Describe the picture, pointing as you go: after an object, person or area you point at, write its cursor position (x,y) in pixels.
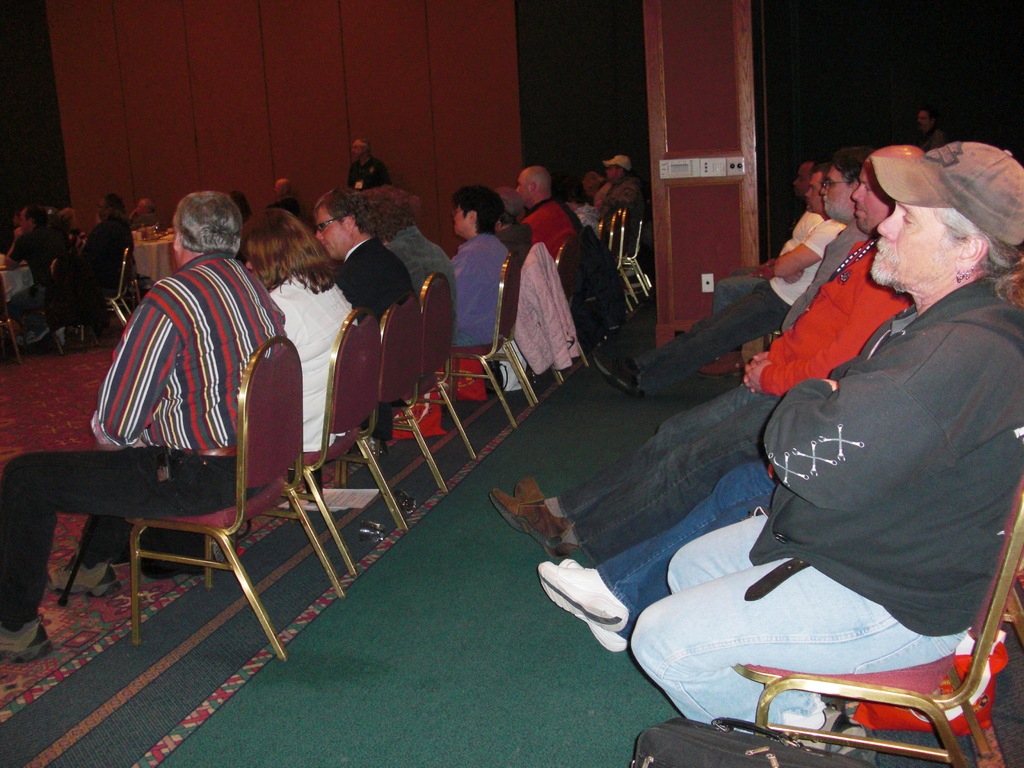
In this image, we can see persons (355,266) wearing clothes (217,361) and sitting on chairs (284,481). There is a wall (451,47) at the top of the image (445,44). There is a bag (690,747) at the bottom of the image (656,751).
